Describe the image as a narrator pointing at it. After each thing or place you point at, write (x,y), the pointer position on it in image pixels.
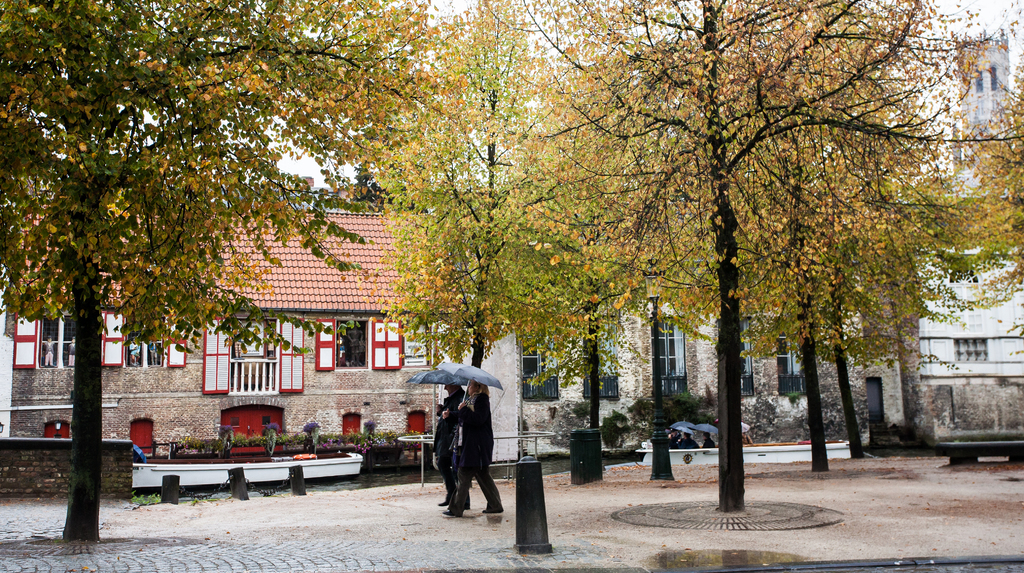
In the image we can see two people (436,429) walking, wearing clothes (447,428) and holding umbrellas (446,372), and we can see there are even people (682,437) sitting. Here we can see footpath (358,543), plants (267,444) and trees (398,176). Here we can see the building (340,313) and the windows (359,333) of the building (373,329) and the sky (288,173).
